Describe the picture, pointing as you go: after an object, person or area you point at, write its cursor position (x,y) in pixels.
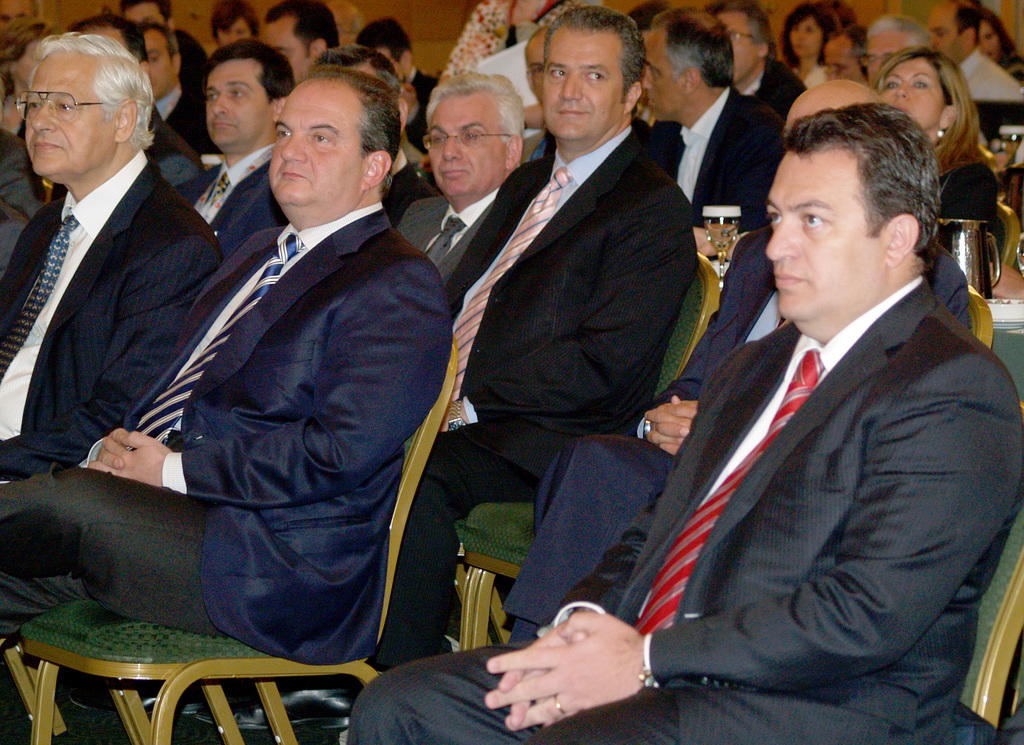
In this image we can see a crowd (615,119) sitting on the chairs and a table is placed in between them. On the table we can see jug (965,238) and a glass tumbler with beverage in it.
